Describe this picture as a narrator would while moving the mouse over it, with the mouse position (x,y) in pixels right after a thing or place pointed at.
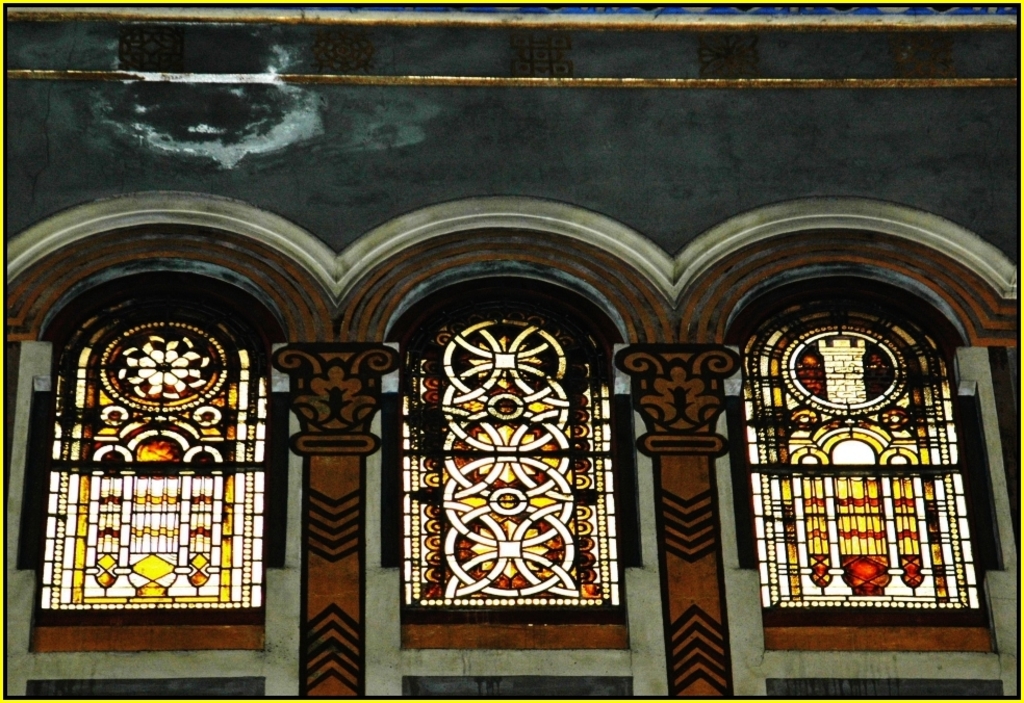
In this image there are painted glass windows (170,572) on the wall (406,155).
